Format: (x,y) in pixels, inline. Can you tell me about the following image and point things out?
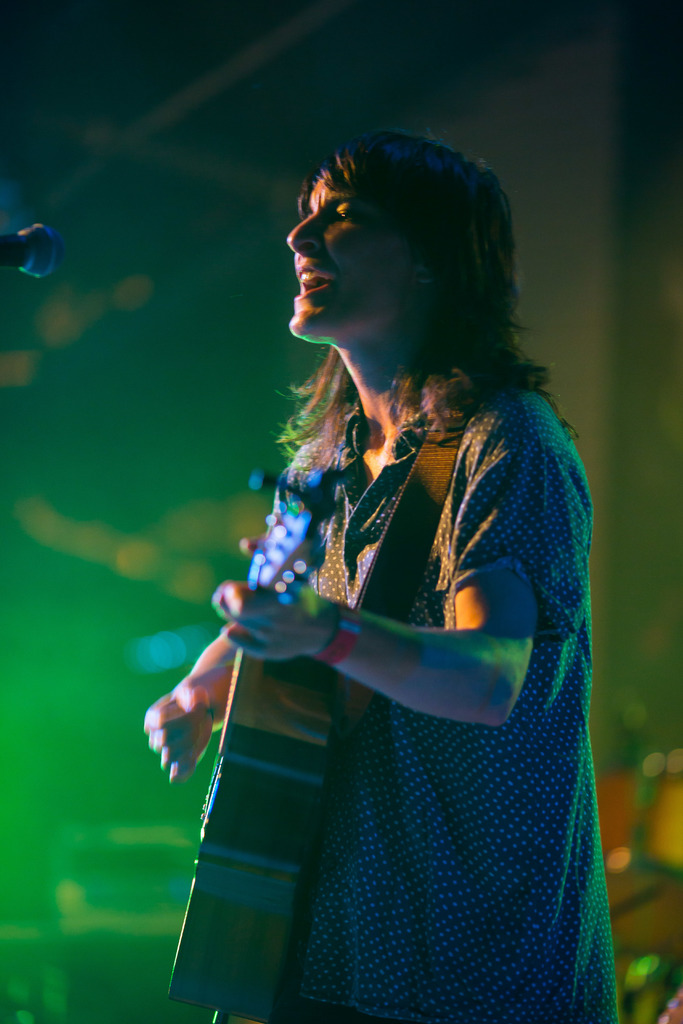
In the center of the image (327,409) there is a lady (377,1023) holding a guitar (267,603). To the left side of the image (39,229) there is a mic (17,251).
